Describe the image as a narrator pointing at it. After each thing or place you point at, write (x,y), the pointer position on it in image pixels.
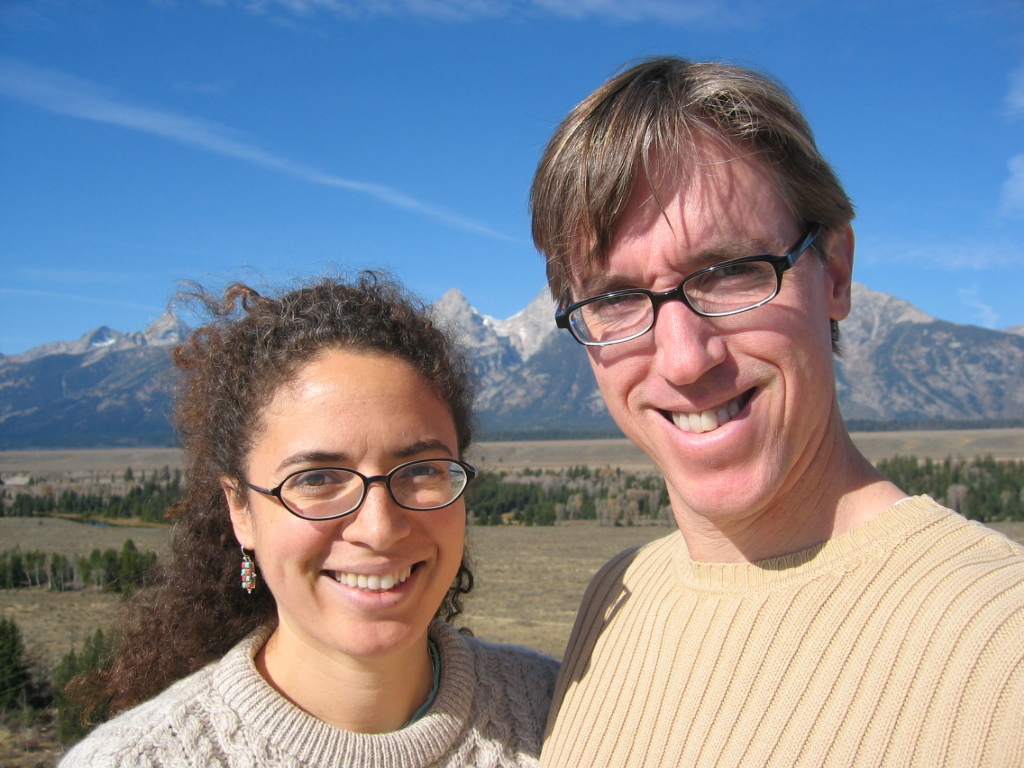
In this image in the front (456,463) there are persons (365,664) smiling. In the background (946,484) there are plants (105,635) and mountains (866,354) and at the top (432,128) we can see clouds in the sky (795,32).
